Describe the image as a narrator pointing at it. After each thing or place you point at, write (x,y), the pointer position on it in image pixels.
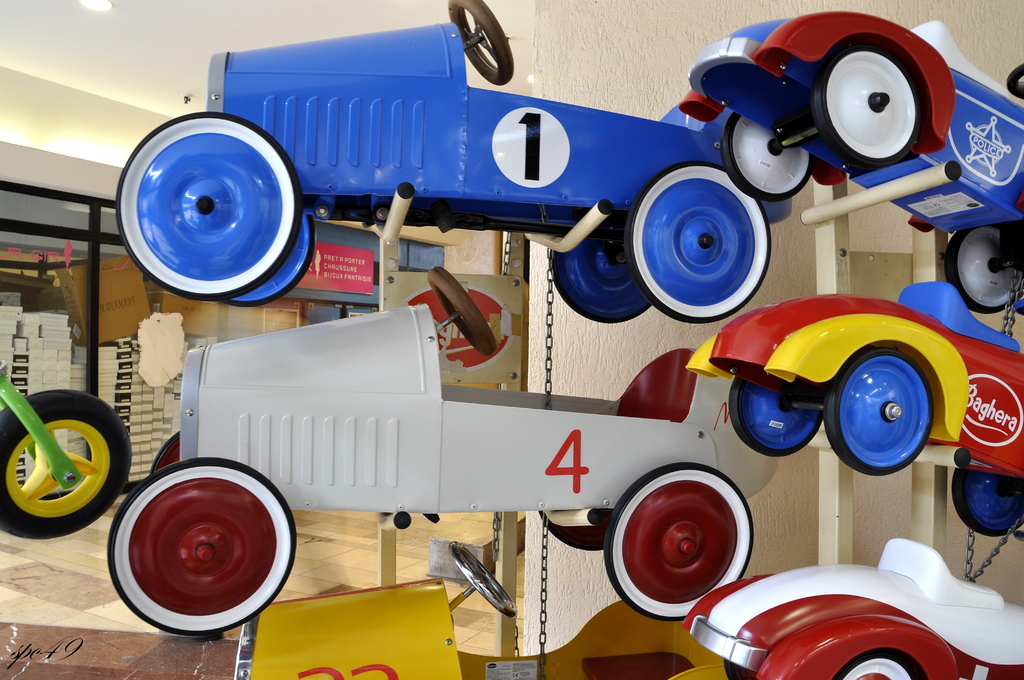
In this image we can see some toy cars (158,458) on the stands (514,277), there are boxes (109,366) beside the glass wall (126,371), there are lights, also we can see boards (319,259) with text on them.
